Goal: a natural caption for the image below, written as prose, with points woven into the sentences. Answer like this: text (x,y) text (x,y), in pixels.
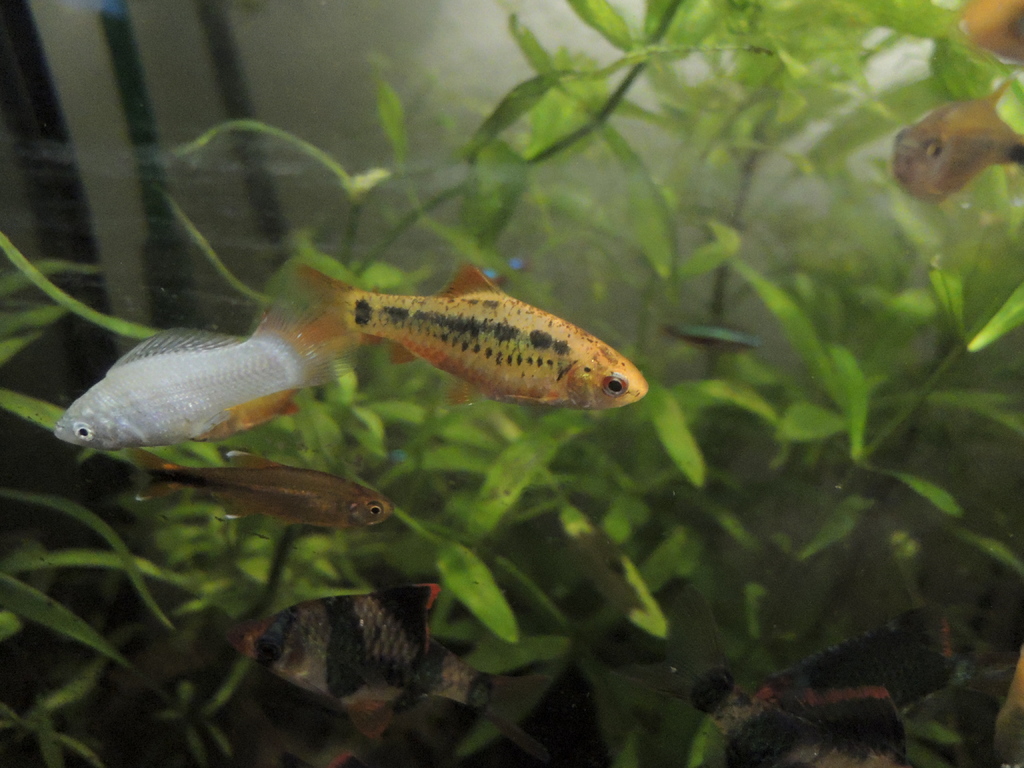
In this image, I can see the fishes (966,165) and plants (844,186) under the water (460,33).
